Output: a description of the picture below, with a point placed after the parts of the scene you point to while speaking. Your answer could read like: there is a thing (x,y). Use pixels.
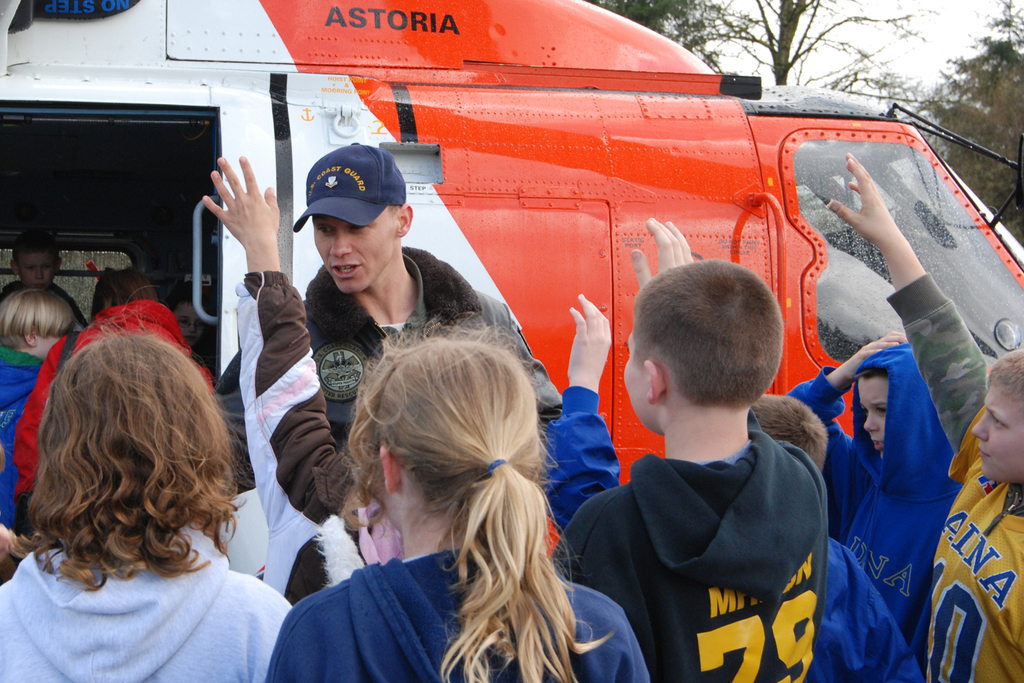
In the center of the image (440,294) we can see a person (344,311) wearing a cap (330,204) and a vehicle (620,122) parked on the ground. To the left side of the image (23,373) we can see some children (100,325) inside the vehicle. In the foreground (169,581) we can see a group of children (681,588) standing on the ground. In the background (922,42), we can see some trees (752,21) and the sky (917,60).
